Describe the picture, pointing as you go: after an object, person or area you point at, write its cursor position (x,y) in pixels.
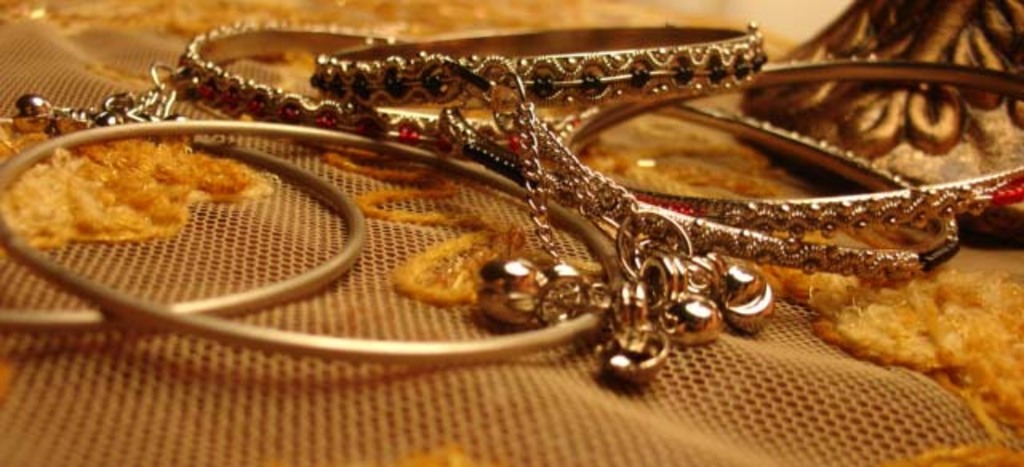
In the foreground of this image (504,73), there are bangles (651,236) on an embroidered net cloth (812,363). On the right top (952,47), there is an object (932,27).
